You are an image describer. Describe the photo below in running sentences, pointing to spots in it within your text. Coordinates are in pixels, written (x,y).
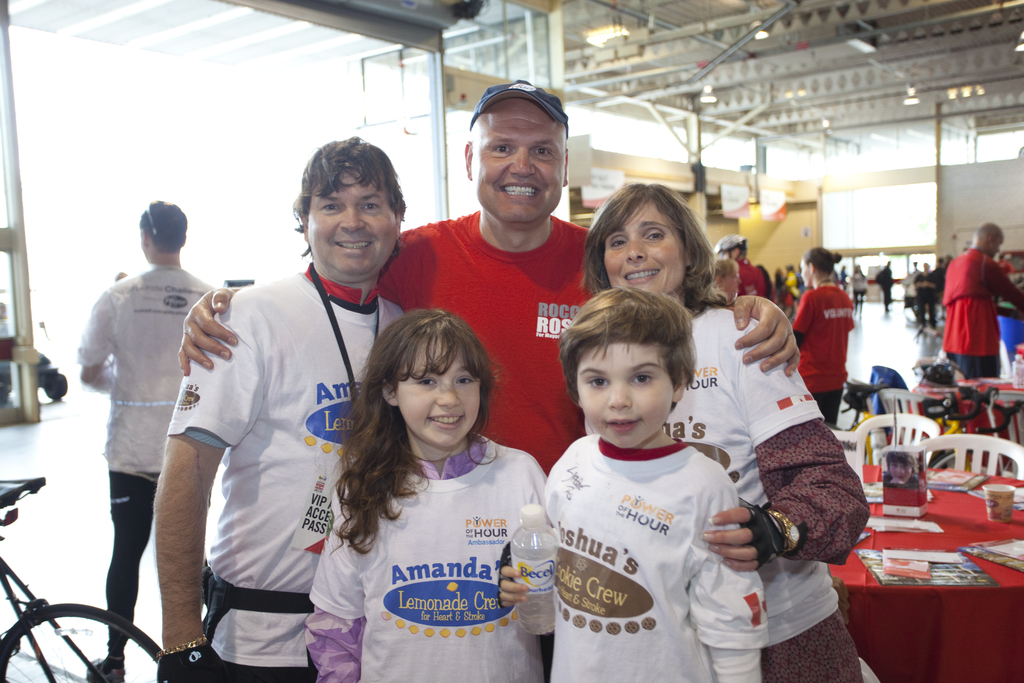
In this picture I can see five persons (397,231) standing and smiling, there are some objects (893,510) on the table (993,536), there are chairs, bicycles (63,637), boards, lights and some other objects (762,171), there are group of people (997,244) standing.
